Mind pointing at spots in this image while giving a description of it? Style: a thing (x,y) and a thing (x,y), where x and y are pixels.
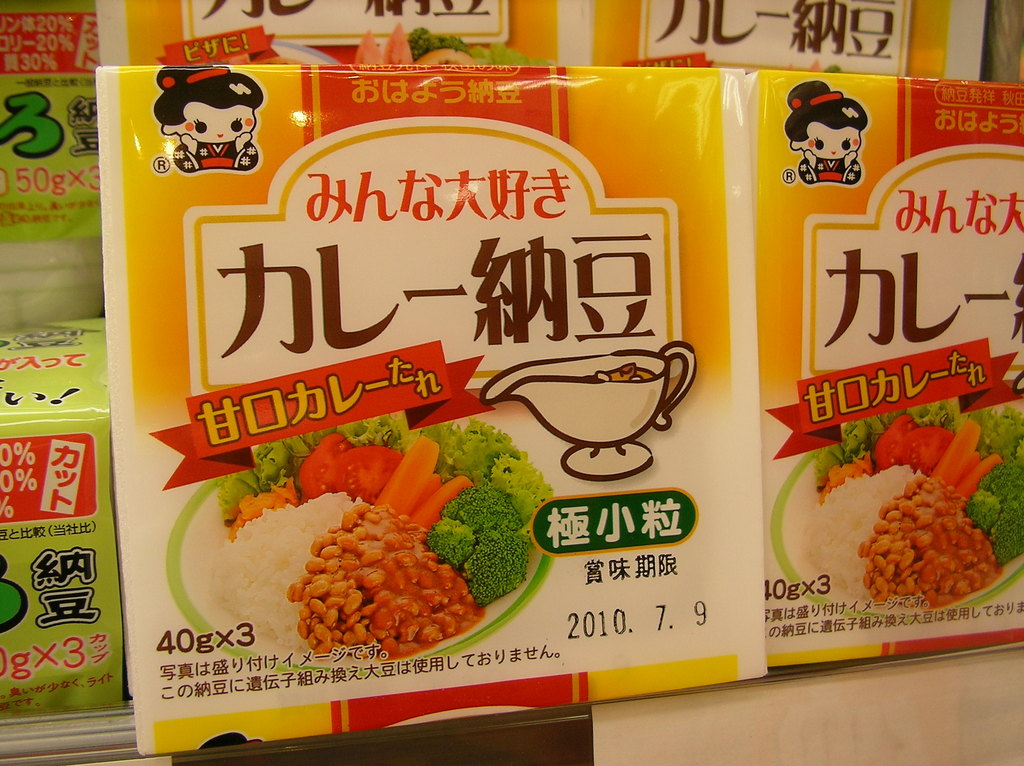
In this image we can see the packets (640,298) with the text (54,462), date (624,623), weight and also the images (643,435).
